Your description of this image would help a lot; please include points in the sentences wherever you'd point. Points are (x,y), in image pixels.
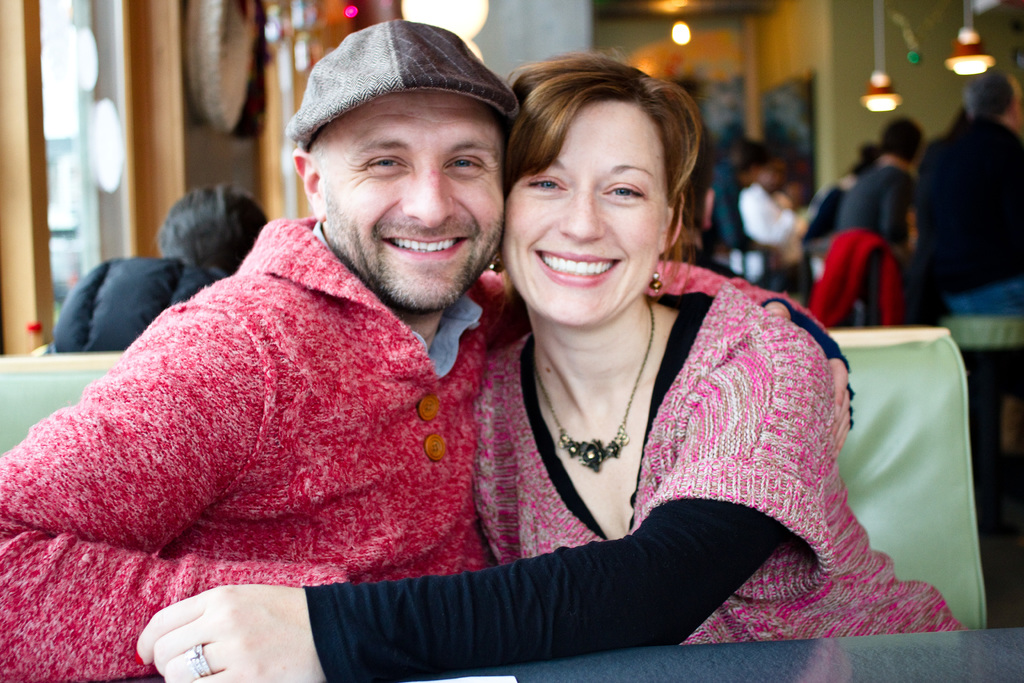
In this image we can see a man (215,322) and woman (617,489) are sitting on the sofa (906,575) and smiling. The background of the image (999,197) is slightly blurred, where we can see a few more people (1007,111), lights (867,97) and the wall (852,90).
